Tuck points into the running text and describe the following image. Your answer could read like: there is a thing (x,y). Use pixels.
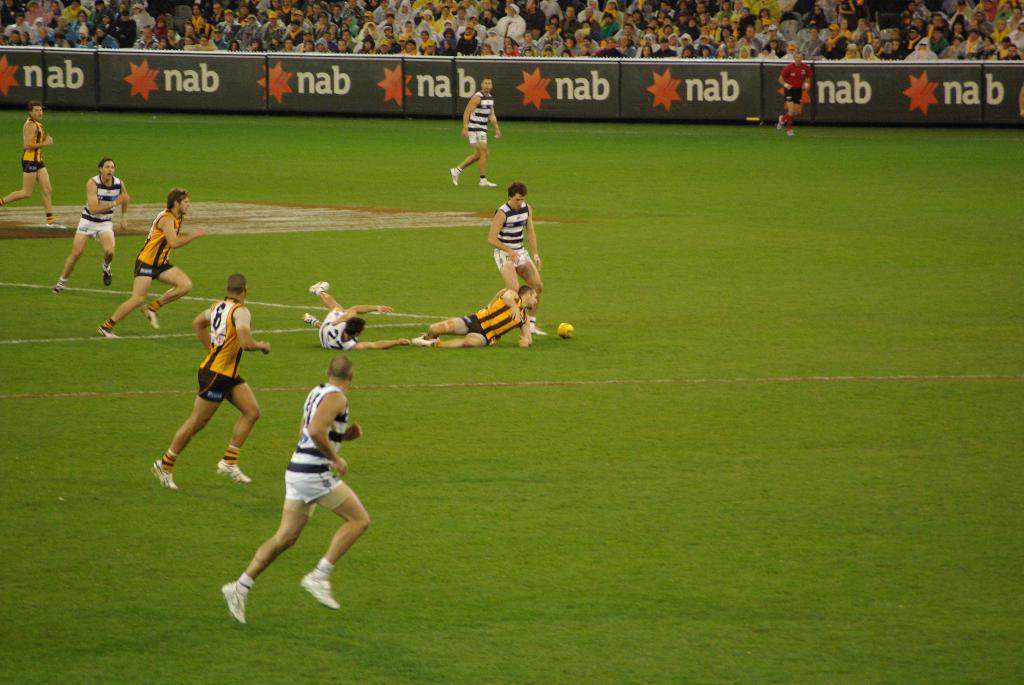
In the center of the image (525,295) we can see one ball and a few people (464,342) are running and they are in different costumes (512,320). In the background (233,77), we can see a few boards (260,77) with some text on it. And we can see a few people (561,13) are sitting.
